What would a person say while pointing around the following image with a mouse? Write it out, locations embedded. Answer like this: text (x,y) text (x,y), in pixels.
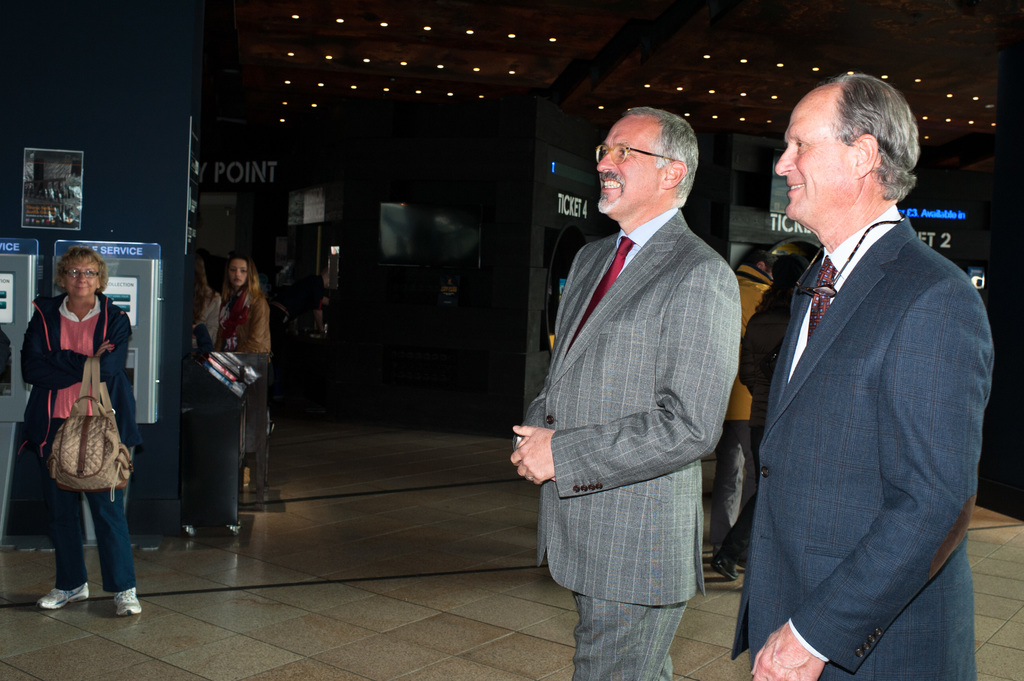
This is the inside picture of a building (537,262) and there are people (882,414) standing on the floor (277,611). There are ticket counters (566,222). On top of the image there are ceiling lights (328,60).
